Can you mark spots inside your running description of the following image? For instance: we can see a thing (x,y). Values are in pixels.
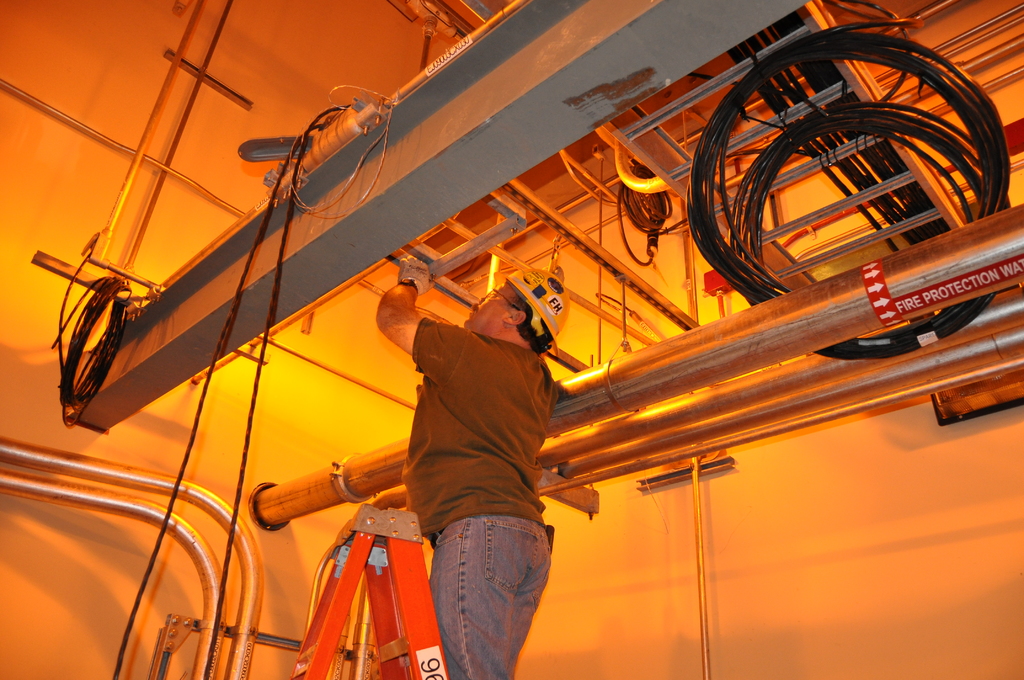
In this picture there is a man (503,307) who is wearing helmet (527,291), goggles (515,291), gloves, shirt (453,416) and jeans (484,618). He is doing some work with holder (461,249). Beside him we can see pipes (962,346) and rods (454,291). On the right (725,99) we can see the cables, At the bottom (325,667) we can see the steel pipes (365,661) and ladder (383,642).
